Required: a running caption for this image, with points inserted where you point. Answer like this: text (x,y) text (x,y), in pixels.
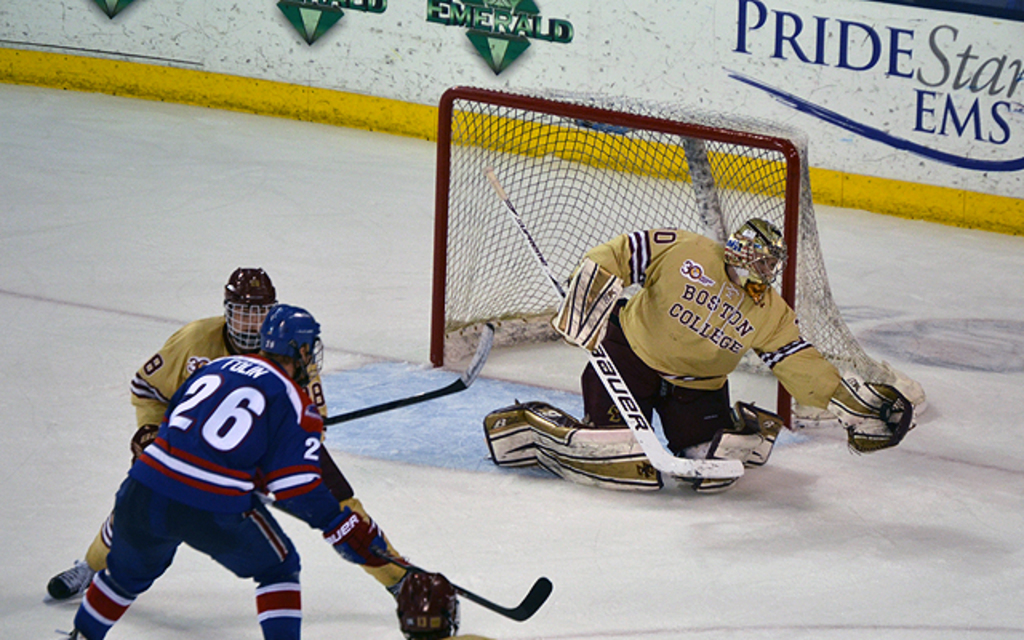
There are people (514,417) in the foreground area of the image (267,282), it seems like they are playing hockey, there is a net (575,98) and a wall (447,42) in the background (605,209).
